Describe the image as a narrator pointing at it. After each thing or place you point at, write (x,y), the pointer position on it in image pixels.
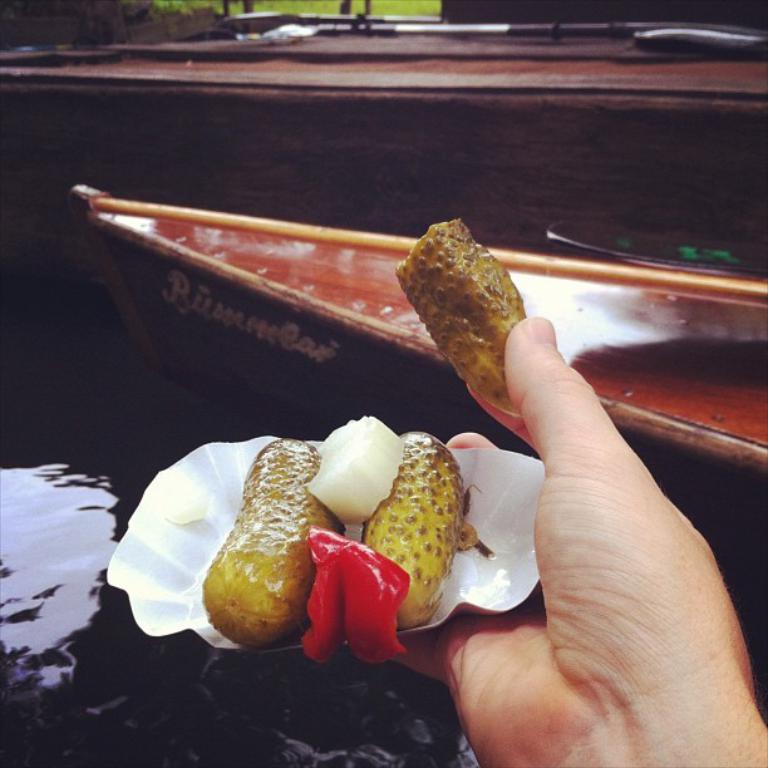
In this image I can see hand (546,765) of a person (576,766) and I can see this person (602,759) is holding few things (392,438). In the background (43,485) I can see water (96,524) and on it I can see a boat (252,232). I can also see green colour thing (195,7) on the top side of this image (285,8).
